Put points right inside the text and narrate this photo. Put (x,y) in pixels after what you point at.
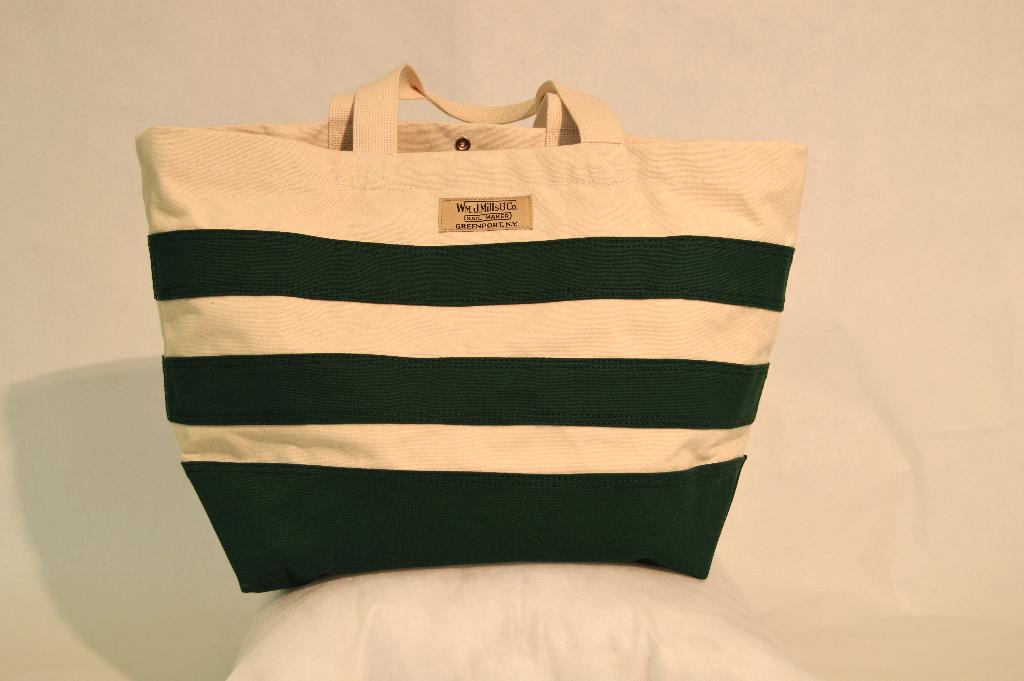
In this image I can see a handbag (421,367). At the background (526,44) it is in cream color.
